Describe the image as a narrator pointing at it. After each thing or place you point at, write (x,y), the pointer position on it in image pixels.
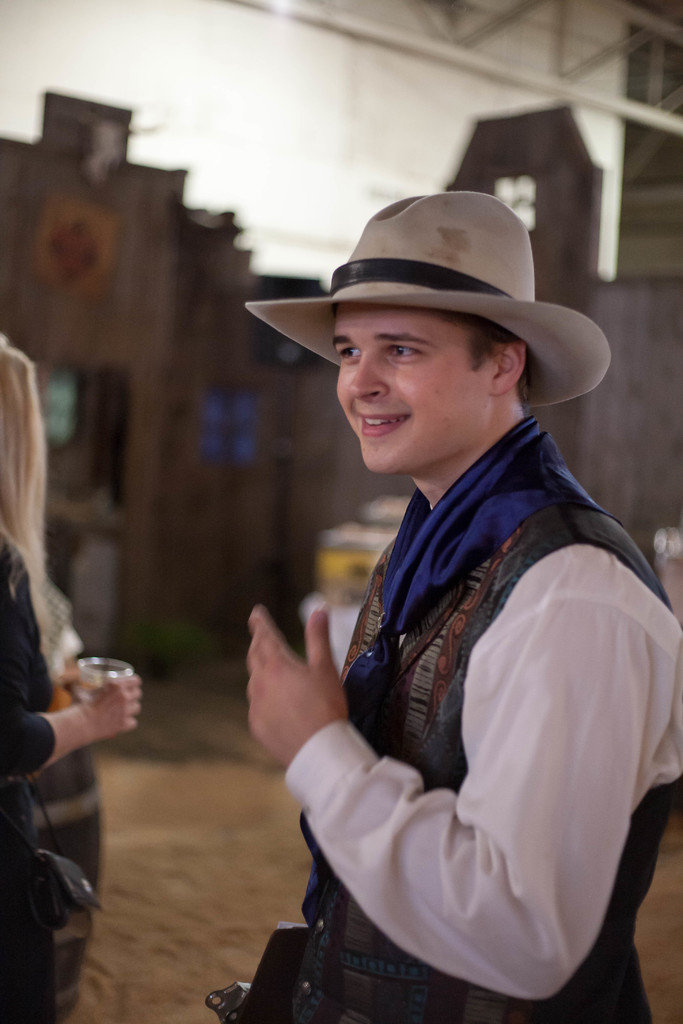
On the left side (42,858), there is a person (51,763) holding a glass (94,695) and standing. On the right side (578,365), there is a person (524,419) in white color shirt (552,566), wearing a cap (361,253), smiling and standing. And the background (214,400) is blurred.
